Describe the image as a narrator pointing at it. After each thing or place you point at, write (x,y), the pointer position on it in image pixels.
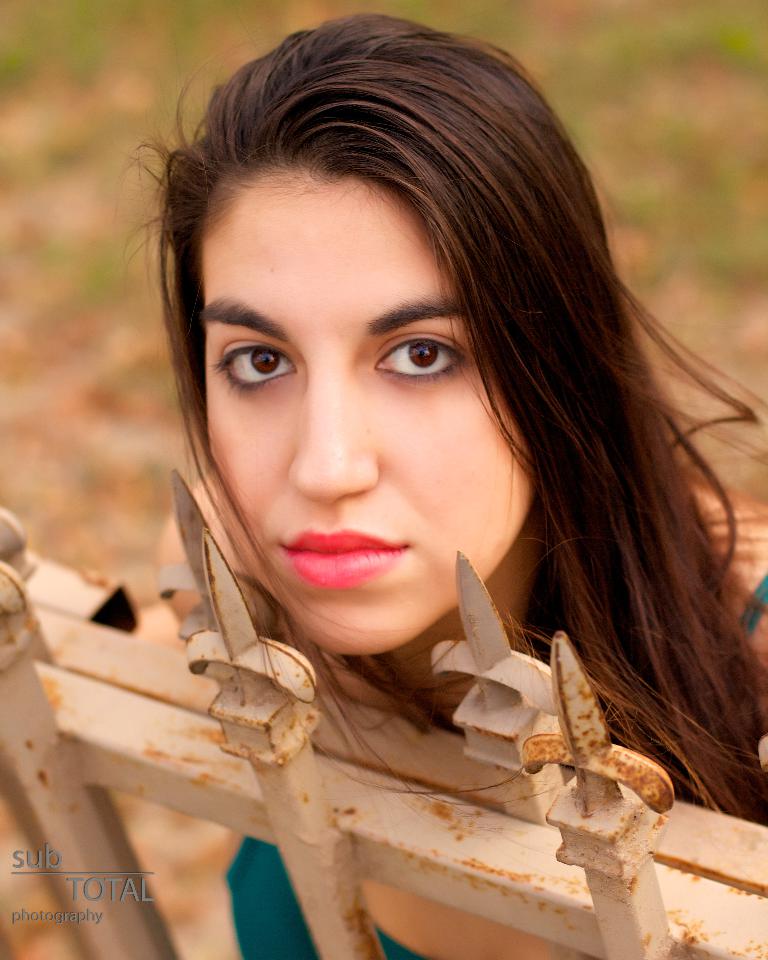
This picture is clicked outside. In the foreground (691,889) there is a metal object (221,777) seems to be a metal gate (474,784) and there is a woman (738,491) seems to be standing on the ground (721,26). The background of the image (740,55) is blur and we can see the small portion of the green grass (101,33). At the bottom left corner (81,872) there is a text (85,898) on the image.
